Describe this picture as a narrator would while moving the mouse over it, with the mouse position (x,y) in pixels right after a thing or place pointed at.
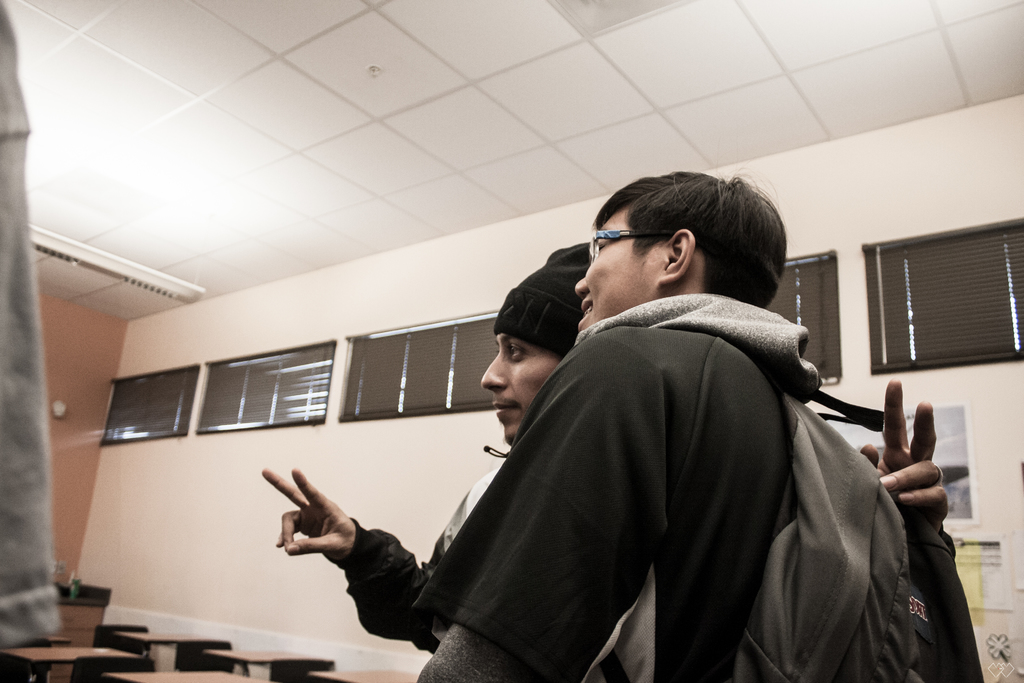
In this picture there is a man (645,269) who is wearing, spectacle (595,245), jacket (758,494) and bag (812,581). Beside him there is another man (538,330) who is showing his two fingers (297,468) from his hand (299,525). At the bottom (116,647) i can see many table (251,652) and bench (125,664). On the right (892,338) i can see many black window blinds (1018,293), beside that i can see the posters (968,494) on the wall (1017,489). On the left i can see the tube light (201,291).
